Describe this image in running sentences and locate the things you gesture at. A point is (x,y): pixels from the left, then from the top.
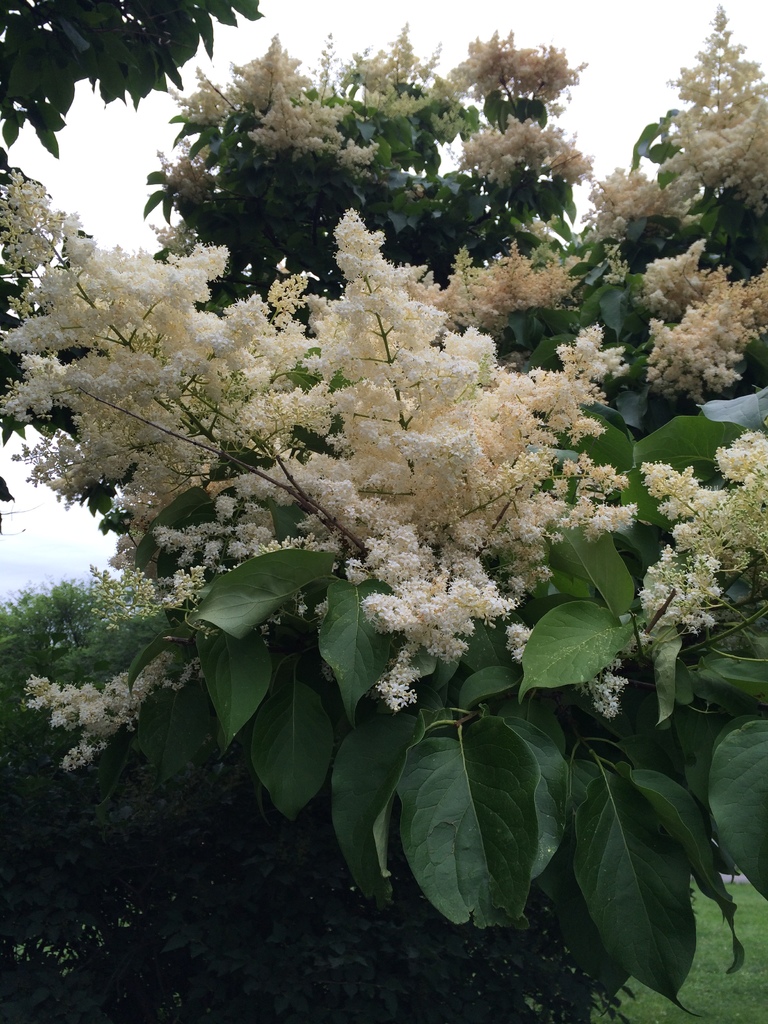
This picture contains tree (342,611) which has flowers (283,473). These flowers (335,545) are in white color. In the right bottom of the picture (755,972), we see grass (721,959). At the top of the picture (286,15), we see the sky (468,21).
